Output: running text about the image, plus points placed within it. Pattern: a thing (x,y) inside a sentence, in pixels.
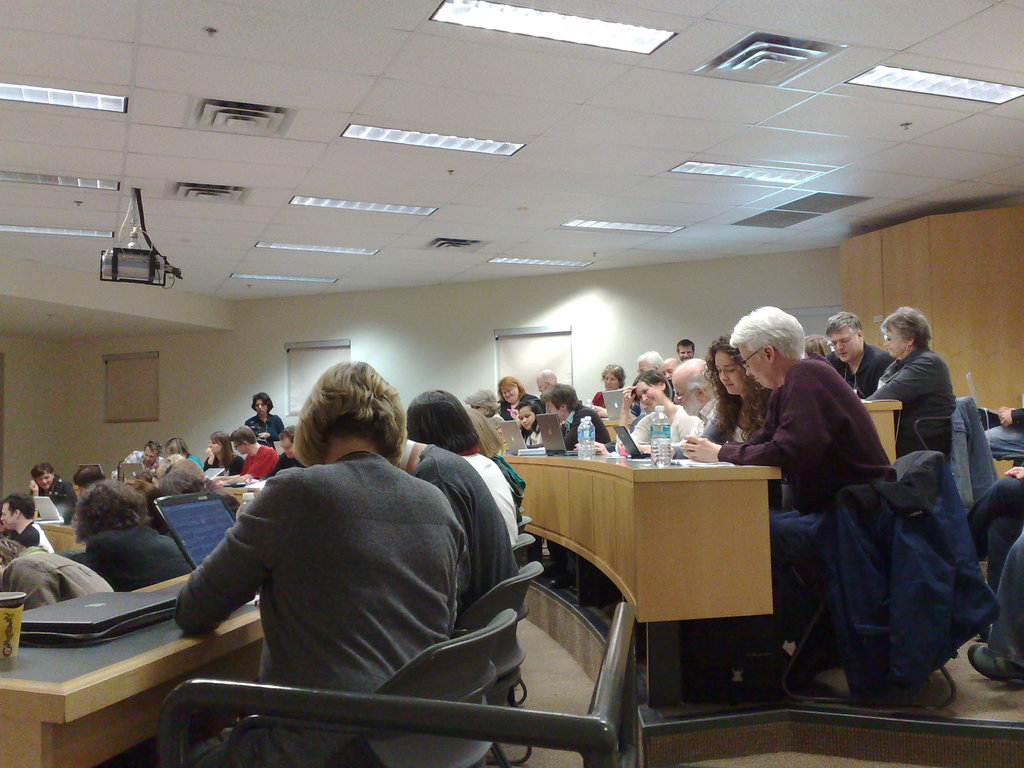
This picture describe a inside view of the seminar hall (616,621) in which a group of woman and man (511,407) are sitting on the chair (340,747) and discussing something. In desk table (71,670) we can see a woman (355,590) wearing grey t-shirt (355,586) is sitting on the chair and working beside woman (428,480) on the laptop (184,531) and behind a old man (789,407) wearing purple shirt (800,451) is seeing in the mobile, Behind we can see the wooden panel (923,290) and a wall (98,358) in which three window blind (328,359) rolling down, On the top ceiling (689,105) we can see the light fixture (981,102) and ac duct (808,58) and projector lens (136,259) hanging.
